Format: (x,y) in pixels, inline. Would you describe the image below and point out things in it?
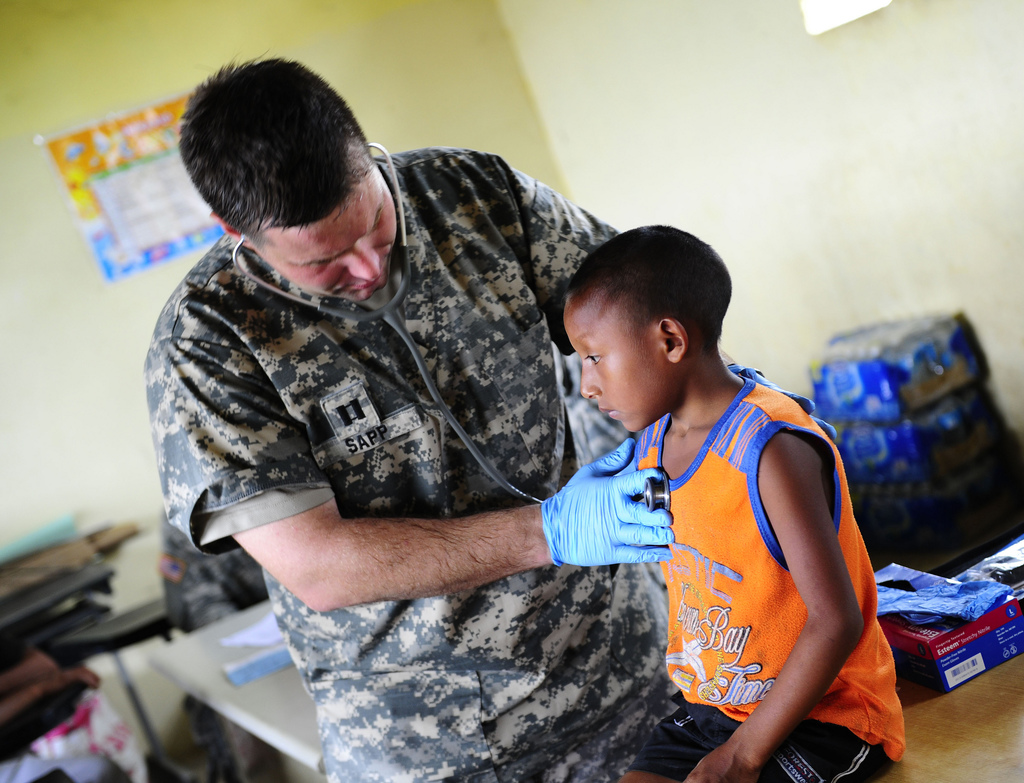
In this picture we can see two people (486,608), stethoscope (408,258), tables (264,693), box (996,628), packets (975,568), some objects (63,562) and in the background (76,147) we can see a poster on the wall (429,77).
